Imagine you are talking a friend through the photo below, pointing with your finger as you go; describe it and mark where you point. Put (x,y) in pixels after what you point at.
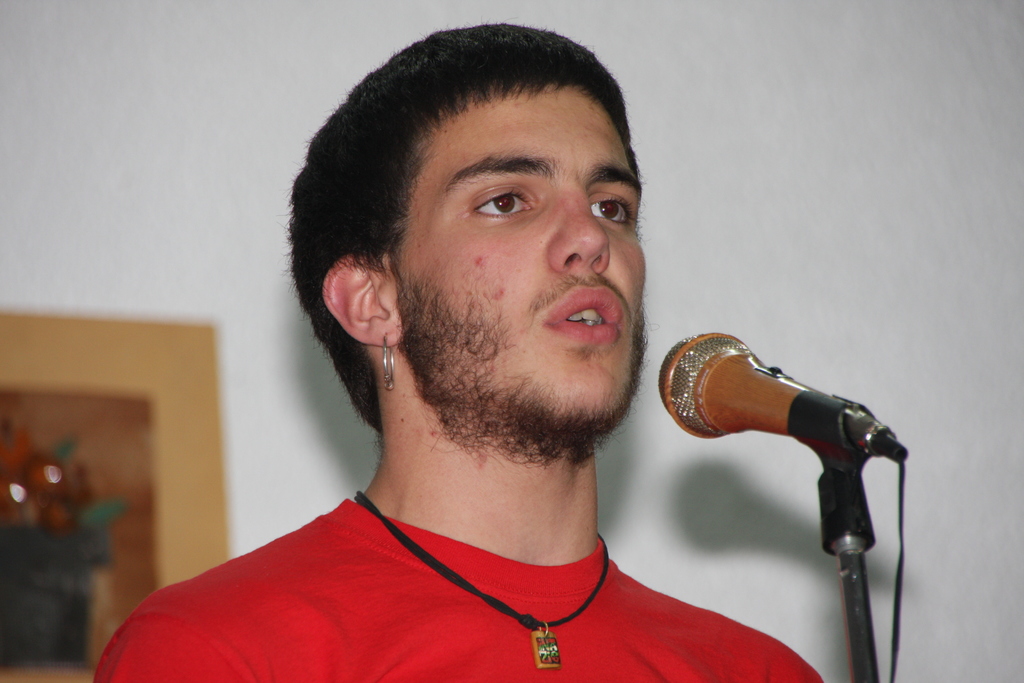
In this image in the foreground (417,413) there is one person (417,413) who is wearing red color shirt (486,583), and it seems that he is talking. In front of him there is mike (769,397), and in the background (191,408) there is a photo frame (131,342) and wall (722,163).
